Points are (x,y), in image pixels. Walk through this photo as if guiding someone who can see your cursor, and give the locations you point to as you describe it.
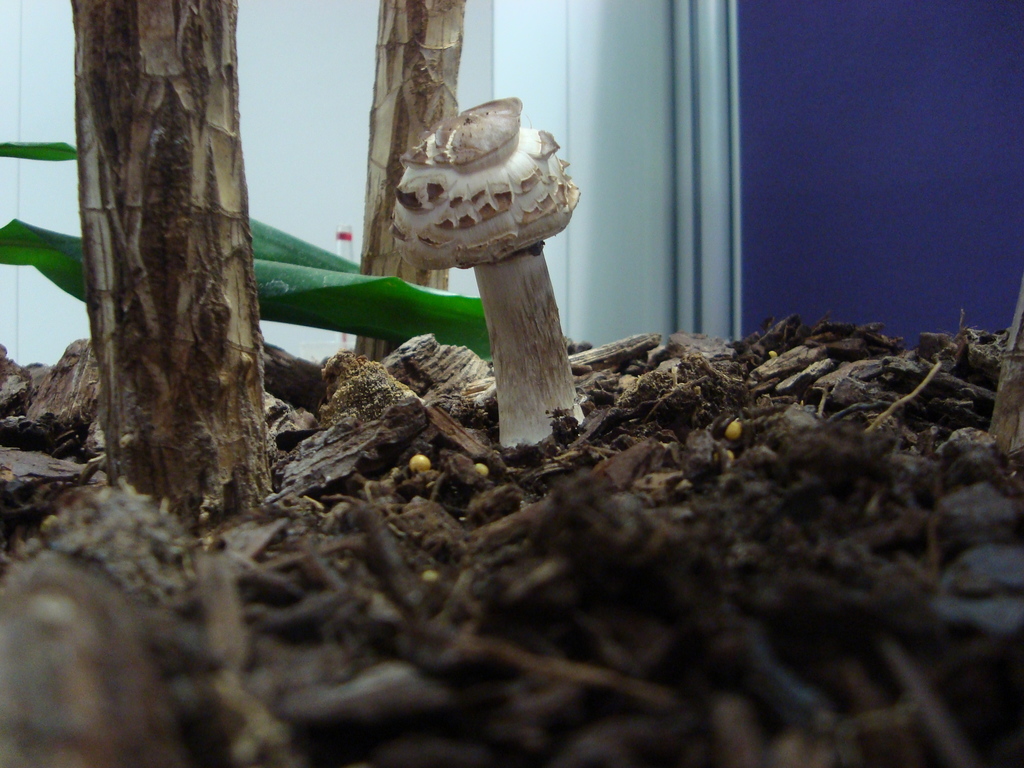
In this image we can see mushroom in between the twigs (634,464). In the background (567,81) we can see walls (326,102), branch (222,171) and leaves (319,273).
